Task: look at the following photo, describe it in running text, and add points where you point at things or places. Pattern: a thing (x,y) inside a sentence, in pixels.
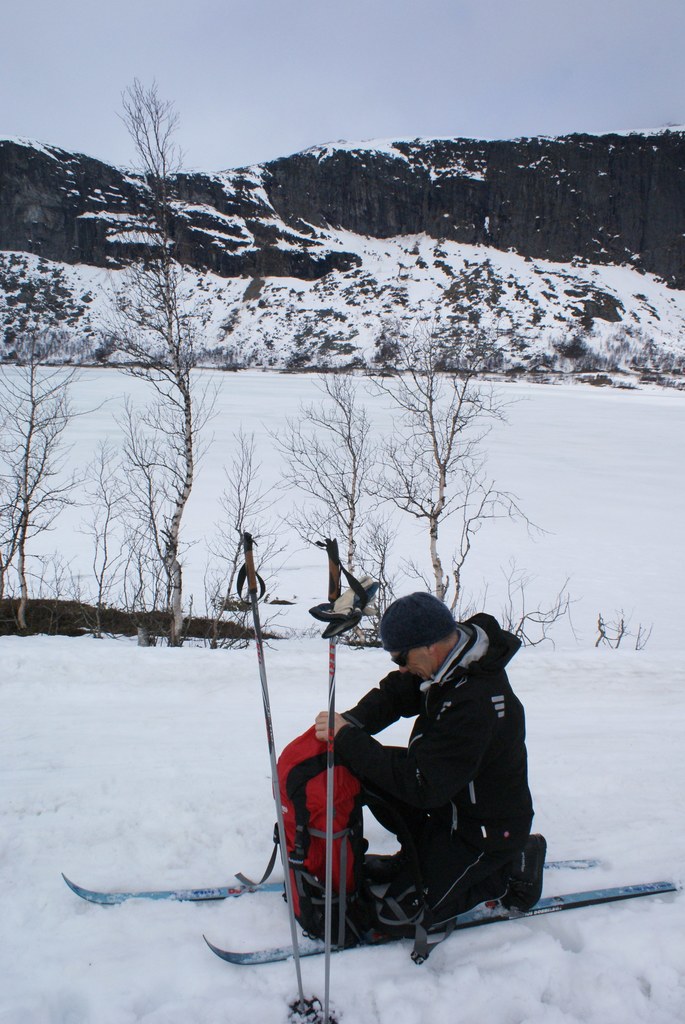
In this image we can see a man (458,695), skis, sticks (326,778) and a bag (341,832). We can see snow (81,721) on the land (650,979). In the background (600,264), we can see dry trees (258,469) and mountains (452,270). At the top of the image (370,76), we can see the sky (500,98).
